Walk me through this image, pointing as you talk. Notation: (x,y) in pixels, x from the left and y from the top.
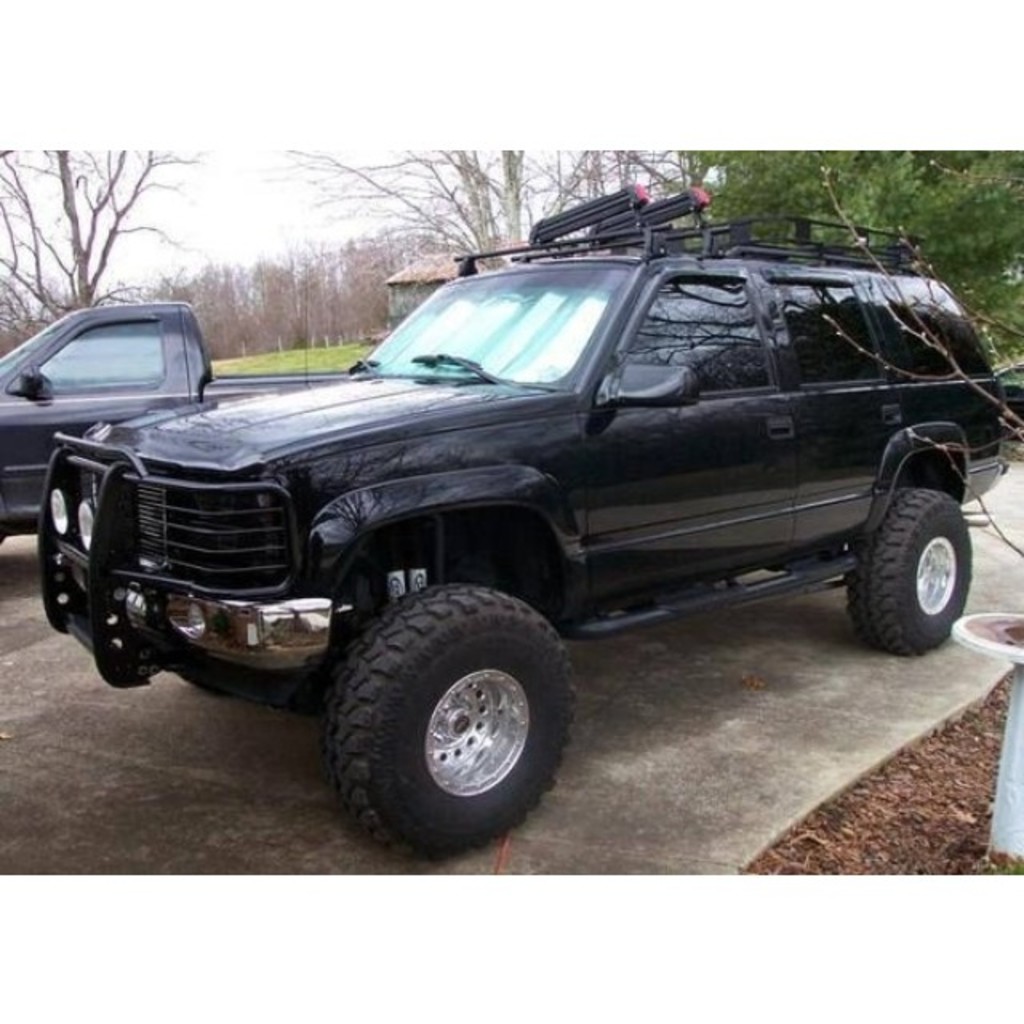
In this image we can see vehicles (405,418). In the background (408,204) there are trees (762,171) and sky (278,199). Also there is a shed (447,275).
